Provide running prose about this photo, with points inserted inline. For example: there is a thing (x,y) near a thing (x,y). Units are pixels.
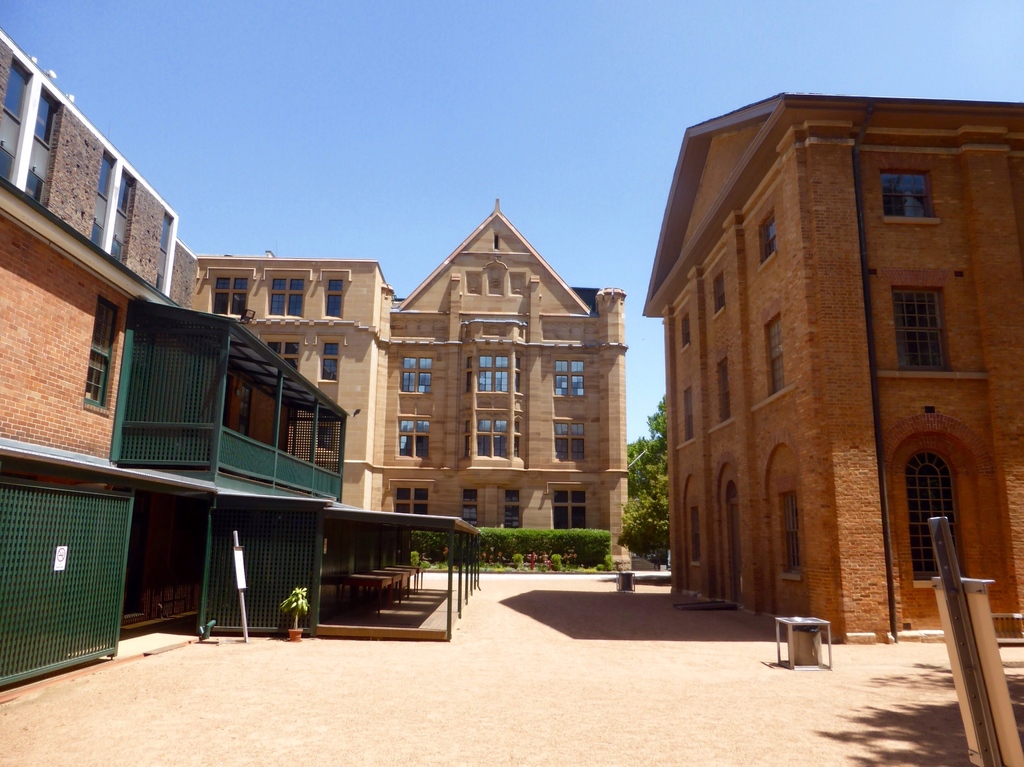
This is an outside view. At the bottom (393,698), I can see the ground (537,702). In the middle of the image (564,353) there are few buildings (410,457). On the left side (148,489) there are few railings (167,427) and a shed (353,531). Under the shed (340,527) there are few tables (384,575). In the background (586,544) there are some plants (549,548) and trees (646,470). At the top of the image (373,71) I can see the sky (341,86). On the right side (787,635) there is a table (801,641) placed on the ground (798,688). In the bottom right (986,688) there is a wooden board (991,685).
